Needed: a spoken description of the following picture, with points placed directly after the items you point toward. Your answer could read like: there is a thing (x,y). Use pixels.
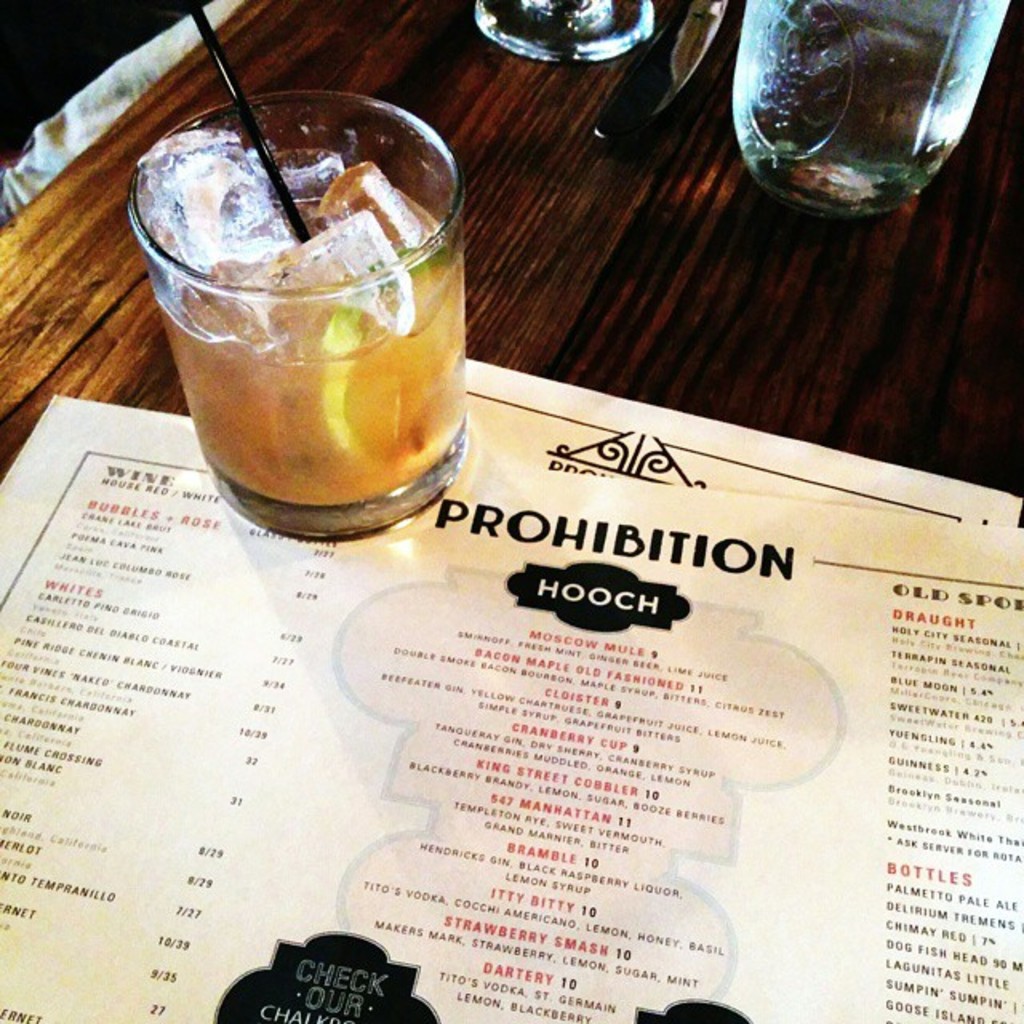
In this image there is a table (718,74) and we can see glasses (846,37), knife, menu cards (566,506) and a drink (319,418) placed on the table (755,392).
